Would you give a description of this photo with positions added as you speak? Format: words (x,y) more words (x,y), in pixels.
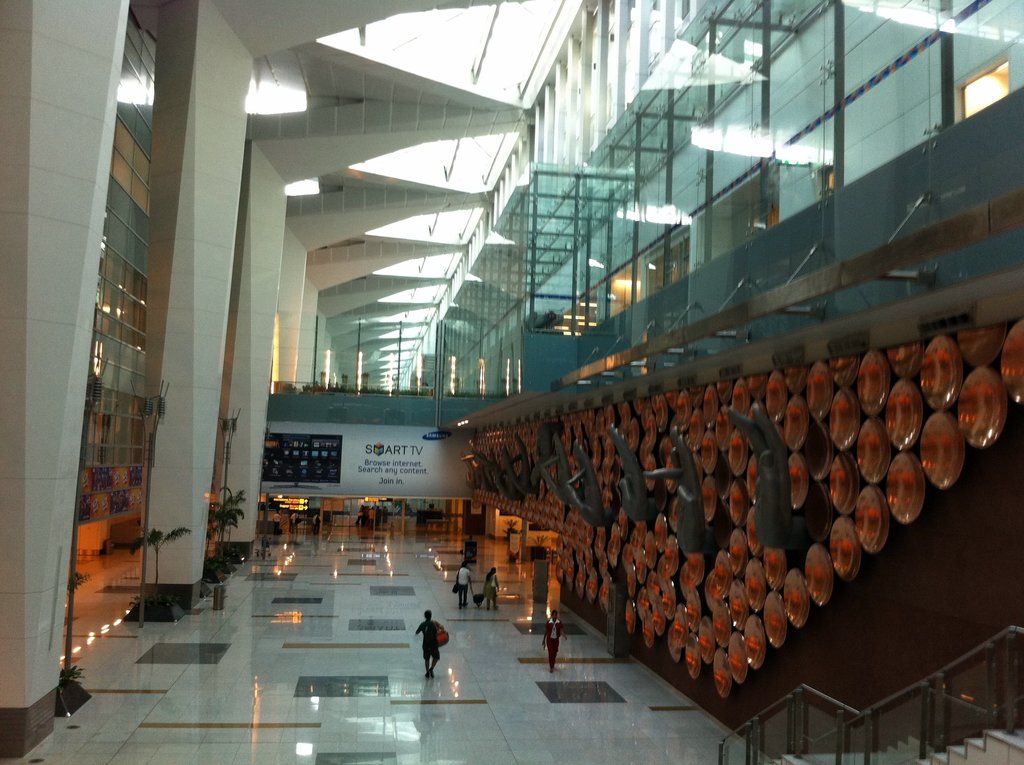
This image is taken from inside the building (538,637). In this image there are a few people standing and walking on the floor (468,692), a few (428,622) are holding their luggage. On the right side of the image (684,512) there are a few structures (719,519) on the wall (679,517) and there are stairs (852,726). On the left side of the image (58,565) there are a few plant pots (231,515), pillars (187,539) and glass wall (118,220). In the background (370,459) there is a board (396,437) with some images (293,460) and text (397,453) on it. At the top of the image (387,240) there is a ceiling (423,262) with glass (378,300).
